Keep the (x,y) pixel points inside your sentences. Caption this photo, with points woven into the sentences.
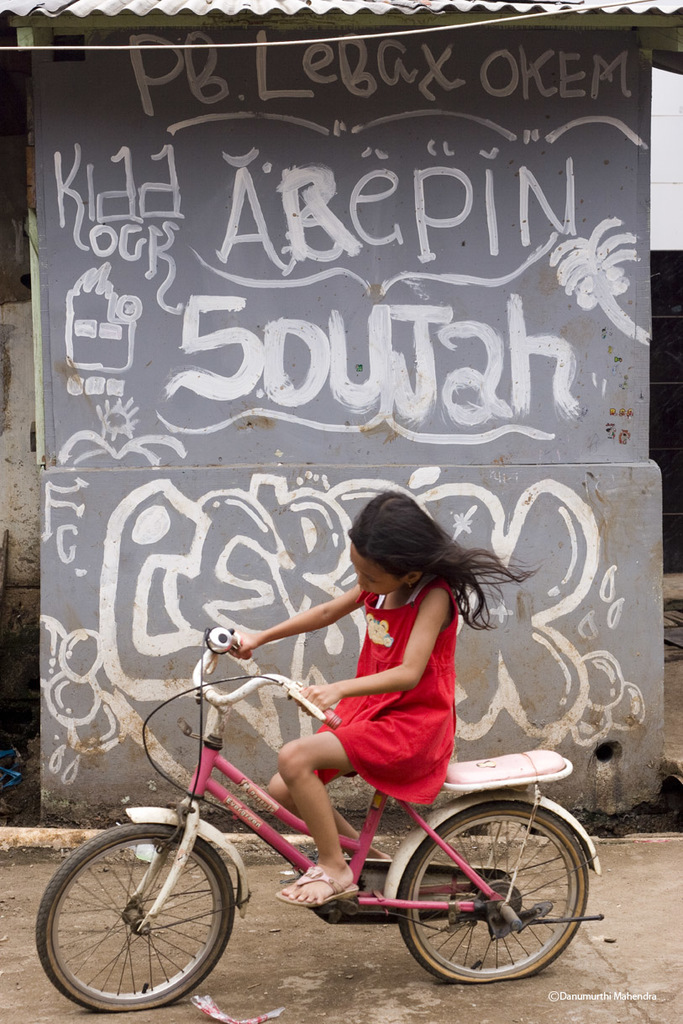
The girl (396,660) wearing red dress (377,707) is riding a pink bicycle (368,841) and there's also something written on the wall (264,441) beside her.
